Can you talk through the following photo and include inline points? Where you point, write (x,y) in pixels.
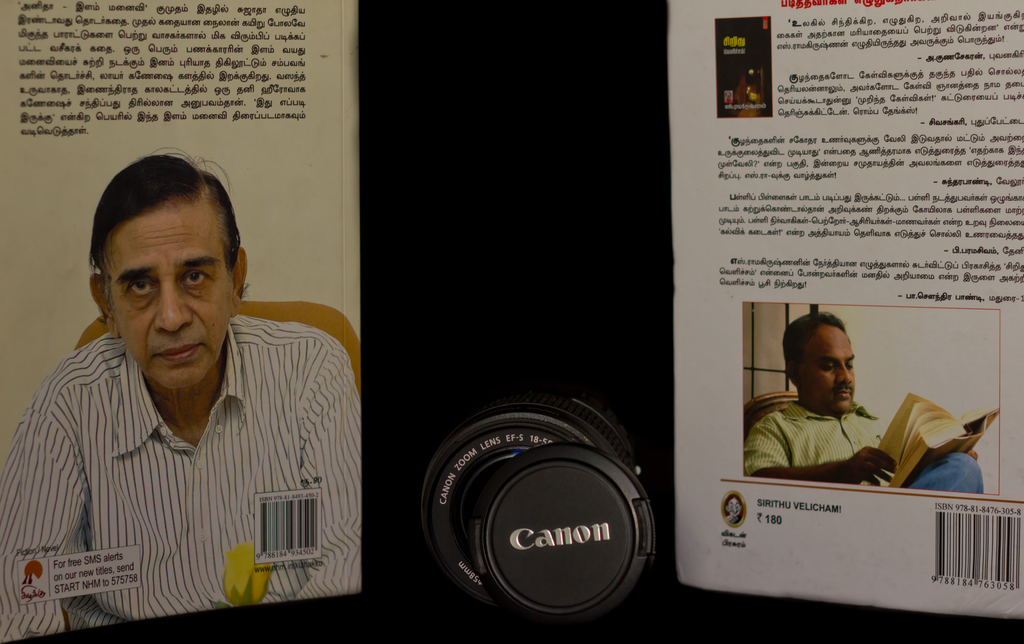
On the left side (211,485), there is a page (115,402) having texts (260,10), a barcode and an image (170,422). In this image, we can see there is a person (214,368) sitting on a chair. Beside this page (288,580), there is a camera (564,608) lens arranged on a surface (657,625). On the right side (859,598), there is a page (981,29) having texts (981,29), two images (759,68), a logo (741,525) and a barcode (966,523). In the second image (824,345), we can see there is a person (850,407) sitting and reading a book (992,423). And the background of this image (561,25) is dark in color.
